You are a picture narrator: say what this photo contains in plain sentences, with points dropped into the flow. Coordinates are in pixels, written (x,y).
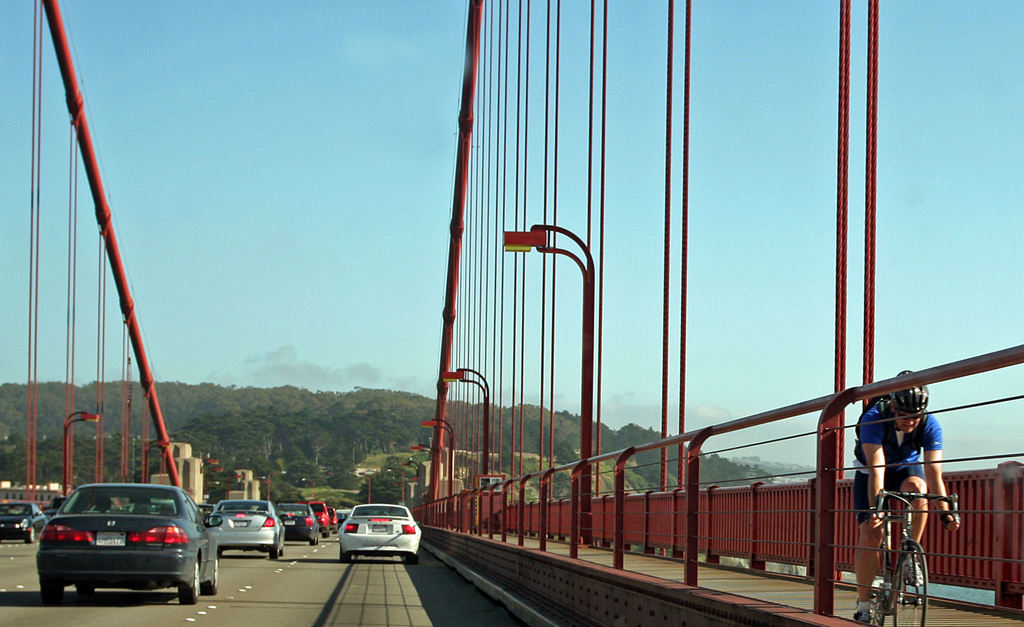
In this image we can see many cars (220,532) passing on the bridge (334,537). On the right (902,454) there is a person (931,440) riding the bicycle (904,538). In the background (471,425) there is a mountain (317,425) with full of trees (361,401). Sky (313,192) is also visible in this image.
